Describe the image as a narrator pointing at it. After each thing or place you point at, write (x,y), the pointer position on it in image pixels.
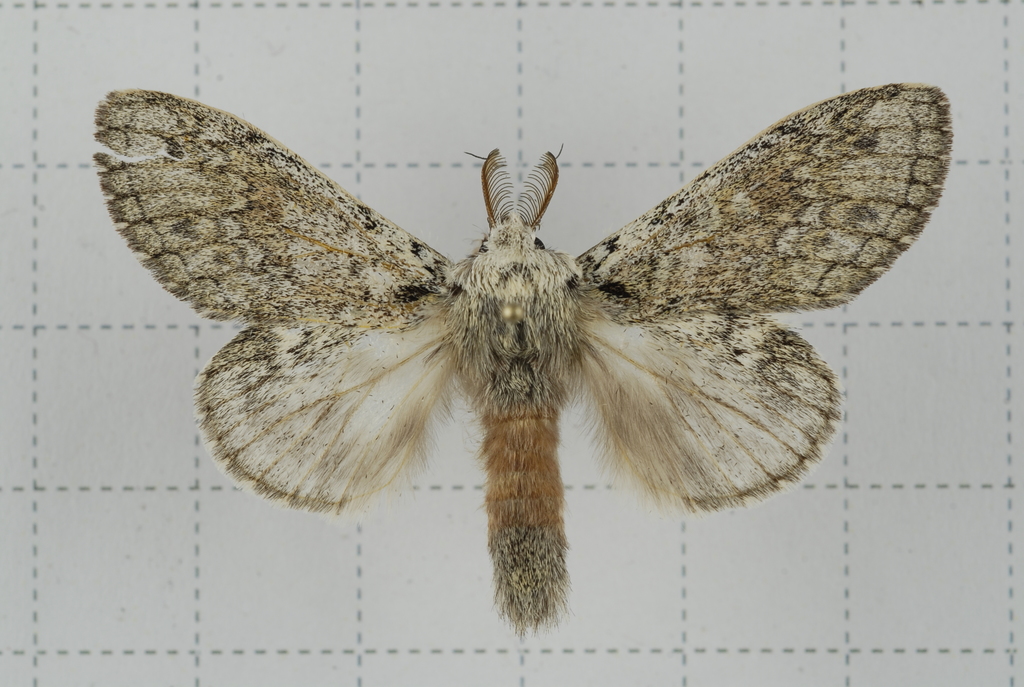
In this image, we can see a moth (603,338). The background is white with dotted lines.
